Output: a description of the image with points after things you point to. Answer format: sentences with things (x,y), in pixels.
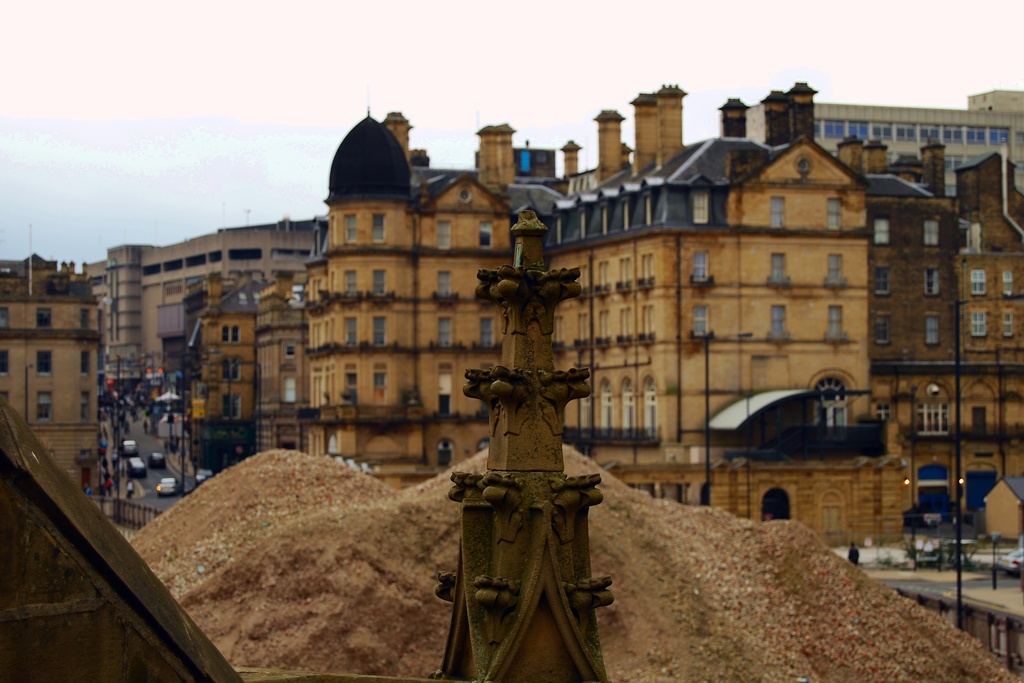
In the foreground (512,533) I can see a tower (523,511), sand (314,532), vehicles (168,487) on the road (150,484), fence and a crowd (147,404). In the background (648,359) I can see buildings (445,341), windows (314,393) and poles (120,403). On the top (301,122) I can see the sky (226,160). This image is taken near the road (979,581).
